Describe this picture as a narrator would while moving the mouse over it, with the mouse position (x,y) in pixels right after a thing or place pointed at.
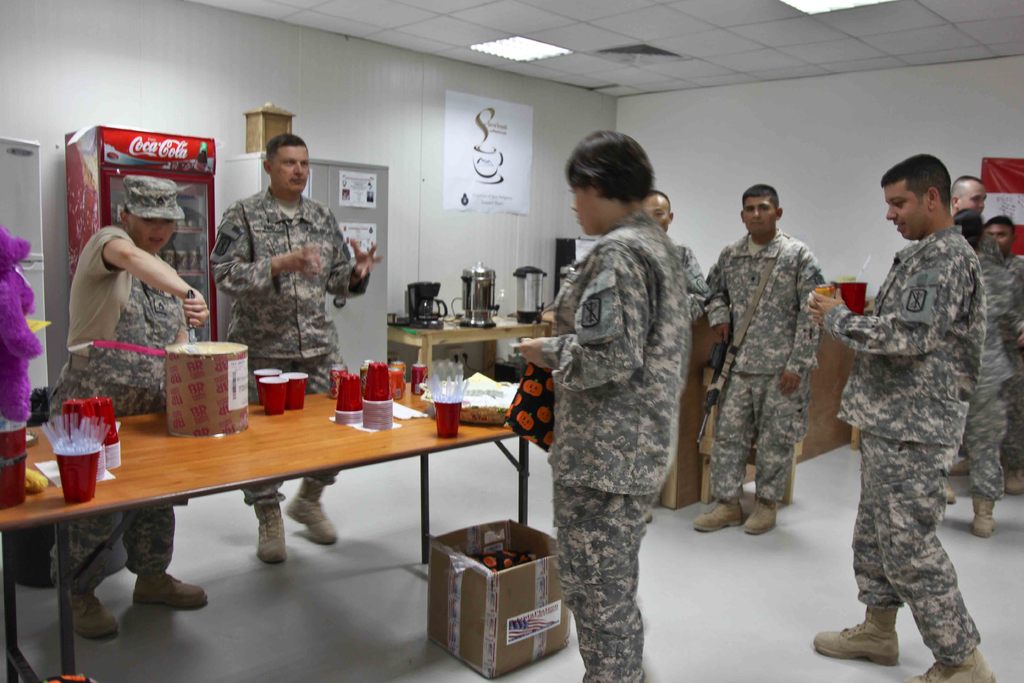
In this image there are group of persons (627,445) wearing similar dress (582,360) and there are glasses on the table (435,446) and at the middle of the image (465,317) there is an object (433,325).
